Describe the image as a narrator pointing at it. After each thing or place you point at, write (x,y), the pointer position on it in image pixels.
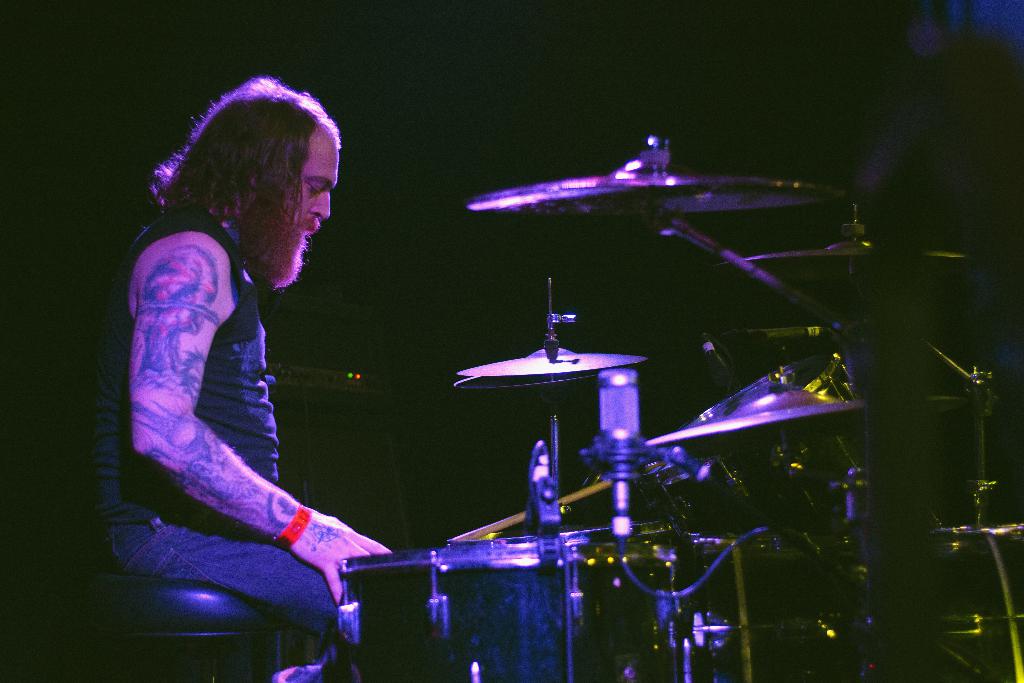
In this picture, we can see a person (353,543) playing musical instrument (536,654), and we can see the dark background (559,222).
